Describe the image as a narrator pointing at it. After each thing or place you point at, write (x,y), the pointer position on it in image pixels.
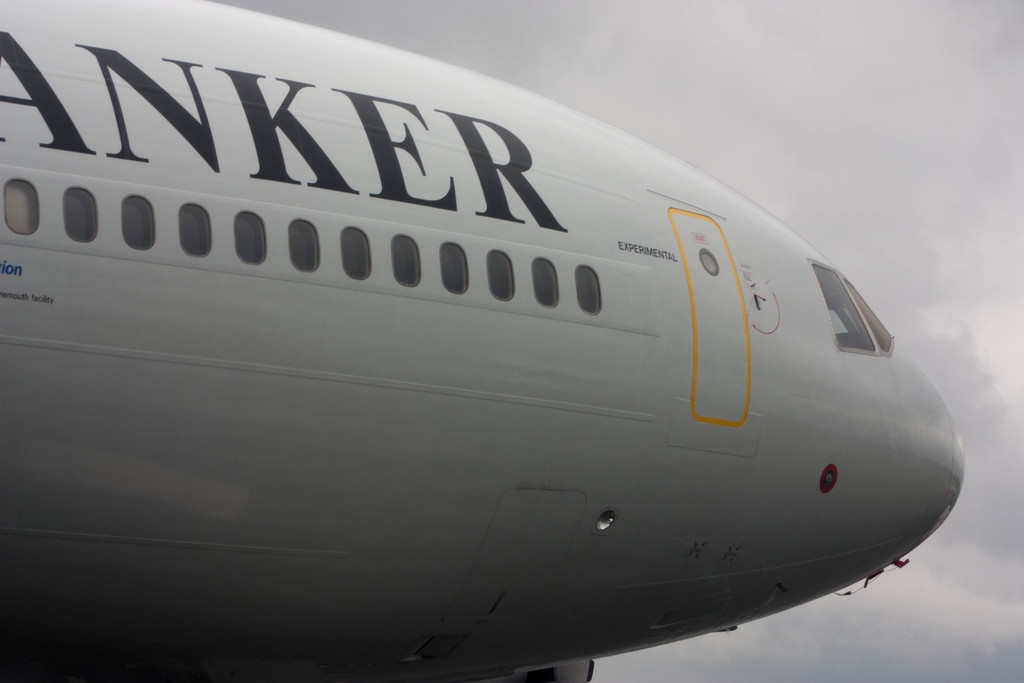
This picture shows an aeroplane (509,177), It is white in color. We see text (34,81) on it and a cloudy sky (845,600).
